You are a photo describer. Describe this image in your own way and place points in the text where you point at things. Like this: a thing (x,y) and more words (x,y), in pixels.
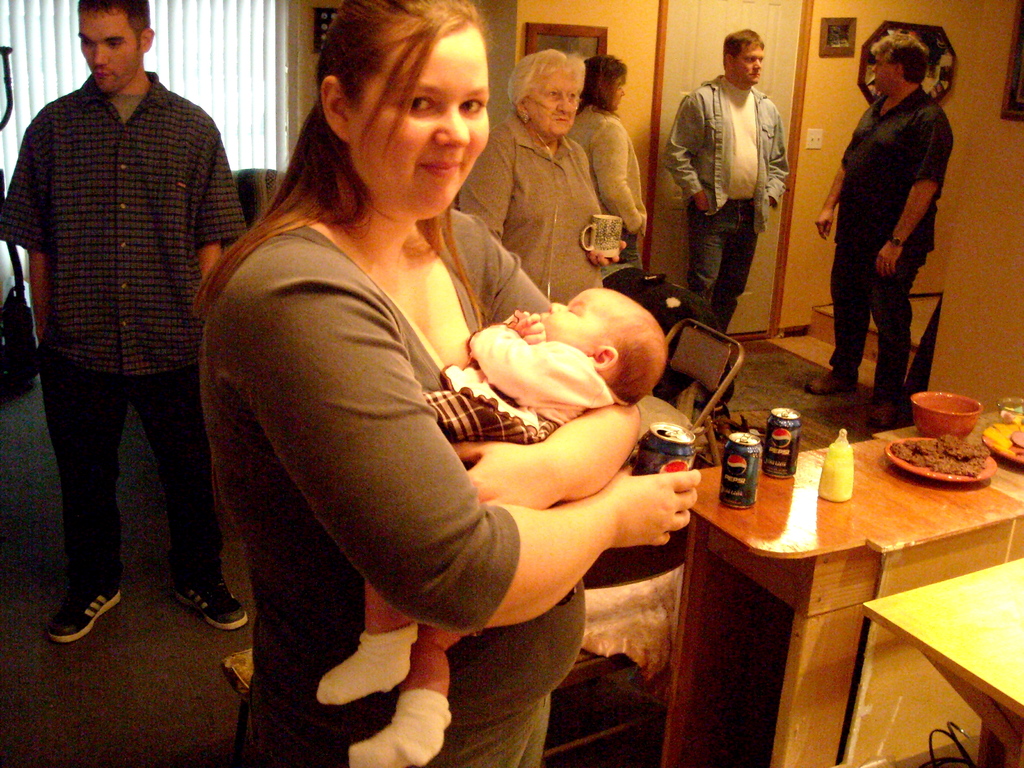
This image is clicked inside a room (248,163). There are seven persons (174,294) in this image, six adults (194,432) and one infant (460,414). In the front (579,365), the woman (588,479) is holding a kid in her hands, and a tin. To the left (22,207) there is a man (71,194) standing, wearing black and gray shirt (180,272). To the right (843,572), there is table (975,501), on which there are Pepsi tins (783,459), milk bottle (835,446), and bowl (969,427), plates (988,467). In the background (536,40), there is a wall (499,43), door (719,34), and photo frame (586,39) on the wall (644,21).
